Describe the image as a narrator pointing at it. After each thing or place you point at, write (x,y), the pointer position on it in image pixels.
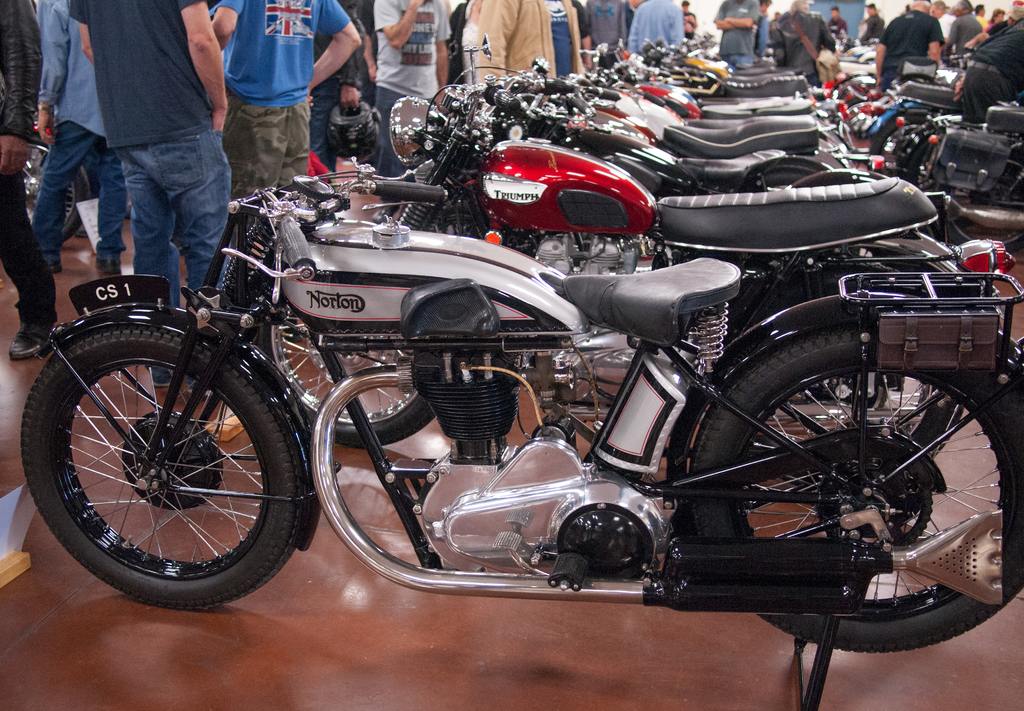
This image is taken indoors. At the bottom of the image (261,635) there is a floor (628,663). In the middle of the image (477,317) many bikes (426,208) are parked on the floor (692,655). In the background (533,47) many people (429,53) are standing on the floor (79,267) and a few (274,150) are walking.
